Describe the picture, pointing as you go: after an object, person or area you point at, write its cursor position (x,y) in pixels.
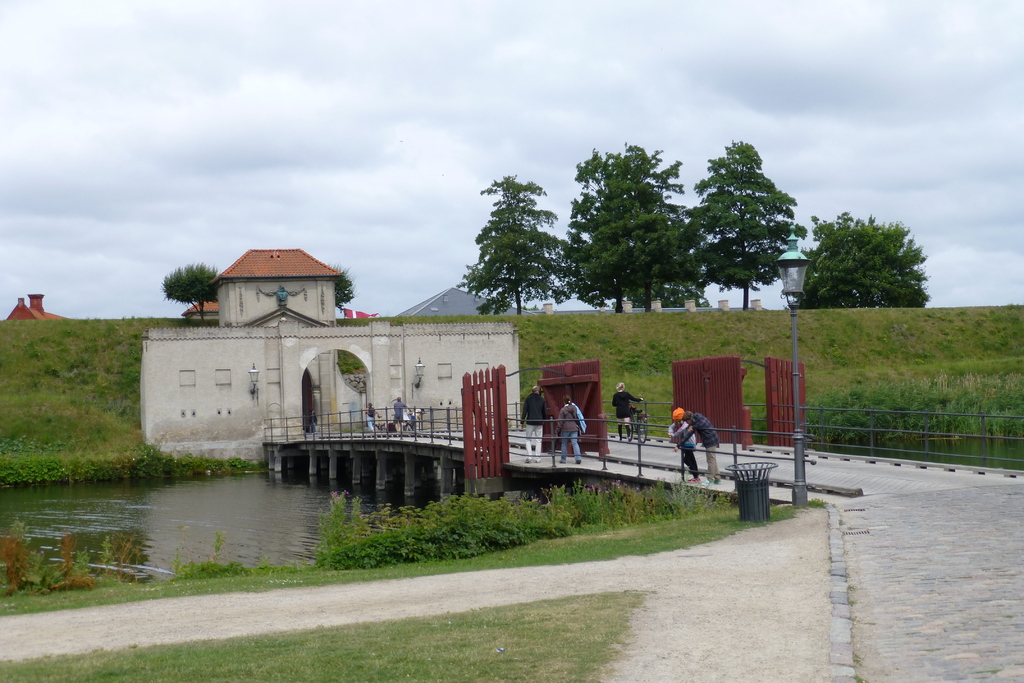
In the foreground of the picture (775,622) there are road (847,577), path (571,595) and grass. On the left (132,554) there are plants (345,523), a water body (270,485), building (180,366), grass (93,375), people (623,408), gates (587,421), bridge (549,436) and other objects (752,476). On the right (913,403) there are plants (966,395) and grass (959,373). In center of the picture (582,256) there are trees (517,259) and buildings (445,307). Sky (493,69) is cloudy.
